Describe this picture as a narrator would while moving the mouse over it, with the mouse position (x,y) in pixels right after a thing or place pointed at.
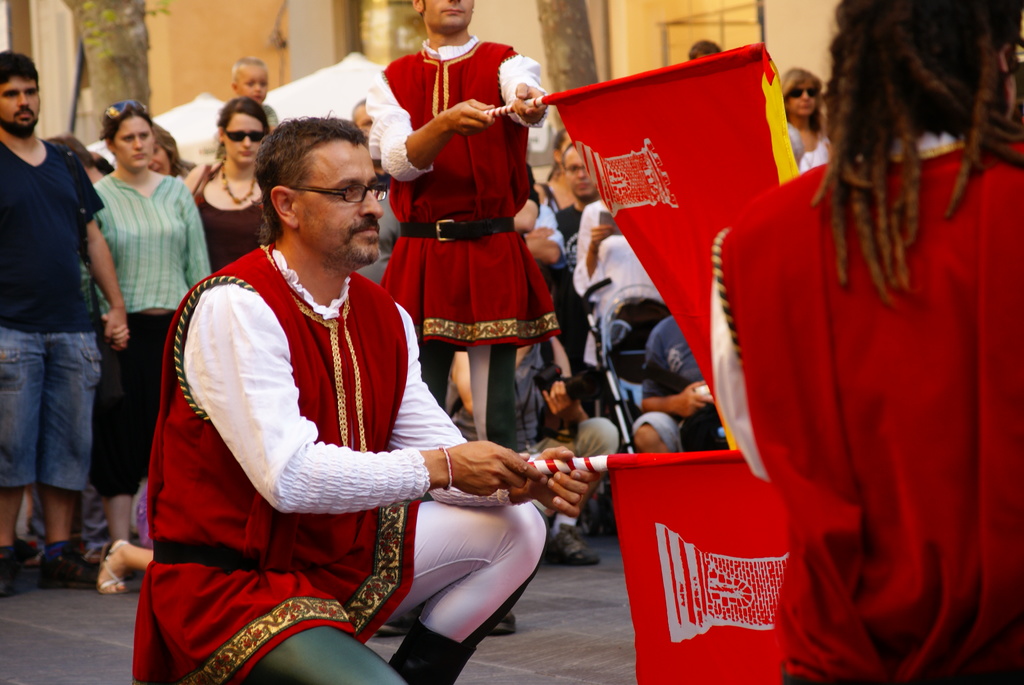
This is a man (233,458) sitting in squat position and holding a flag (635,486). There are group of people (498,136) standing. These look like tree trunks (564,56). In the background (74,37), I can see a building (344,27).
